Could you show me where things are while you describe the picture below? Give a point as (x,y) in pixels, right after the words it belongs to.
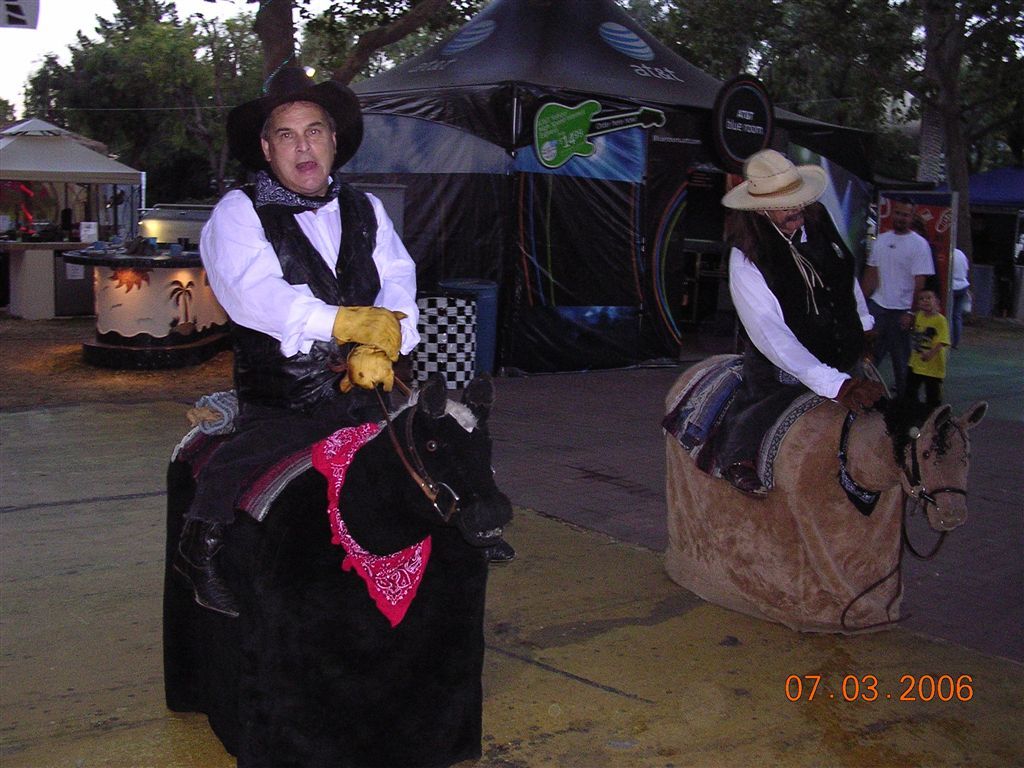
In this picture we can see two people (261,317) sitting on toy horses (911,418) and some people (875,315) on the road (73,522), stalls (418,122), banners (590,114) and in the background (896,65) we can see trees (866,99).
